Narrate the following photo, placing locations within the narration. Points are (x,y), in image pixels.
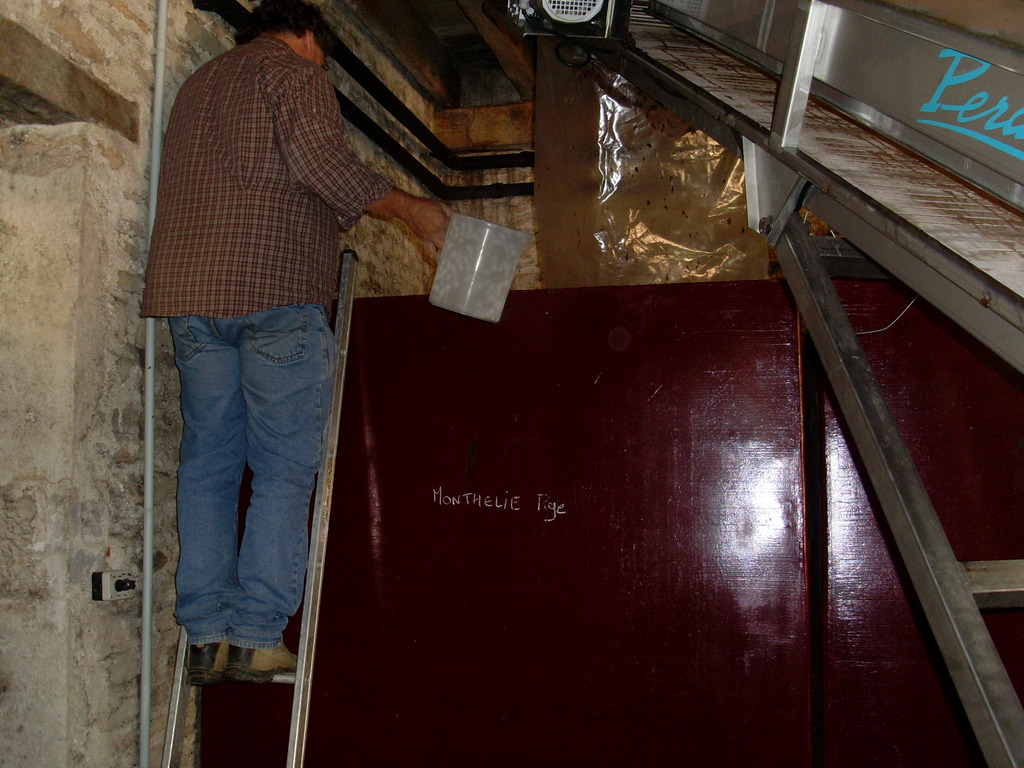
In this image, we can see a person (282,575) is standing on the ladder (327,537) and holding some container (480,260). Here there is a wall (121,508), pipe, rods (958,560) and cover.
